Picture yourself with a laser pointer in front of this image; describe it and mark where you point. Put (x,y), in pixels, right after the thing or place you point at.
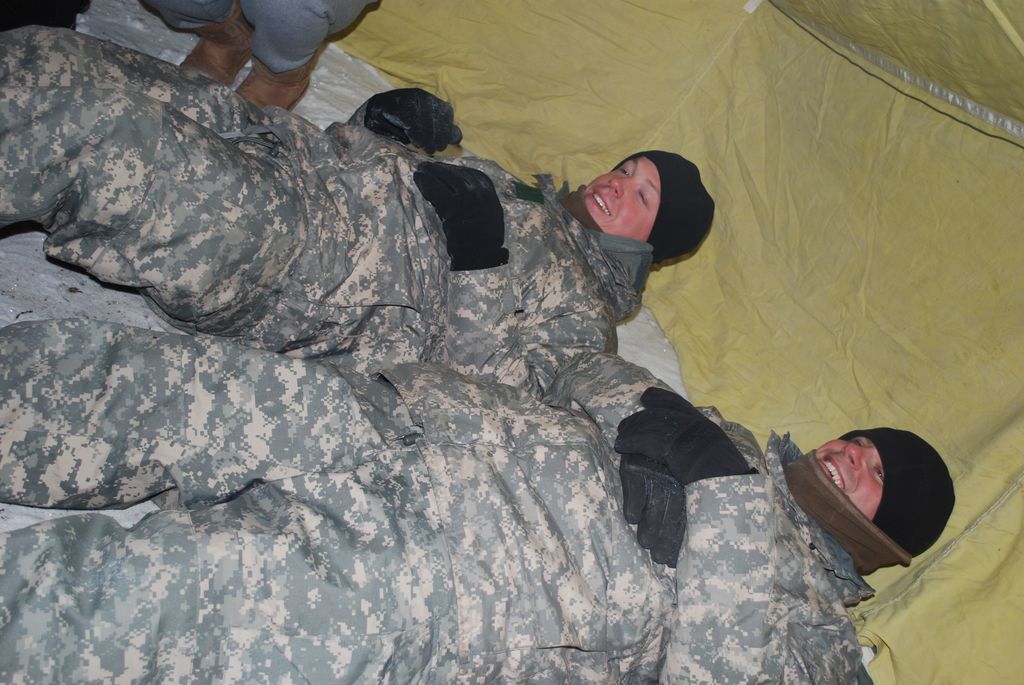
In this image we can see two persons (418,412) are lying and a person (305,22) is sitting on the knees (287,17) in the tent (399,54).
